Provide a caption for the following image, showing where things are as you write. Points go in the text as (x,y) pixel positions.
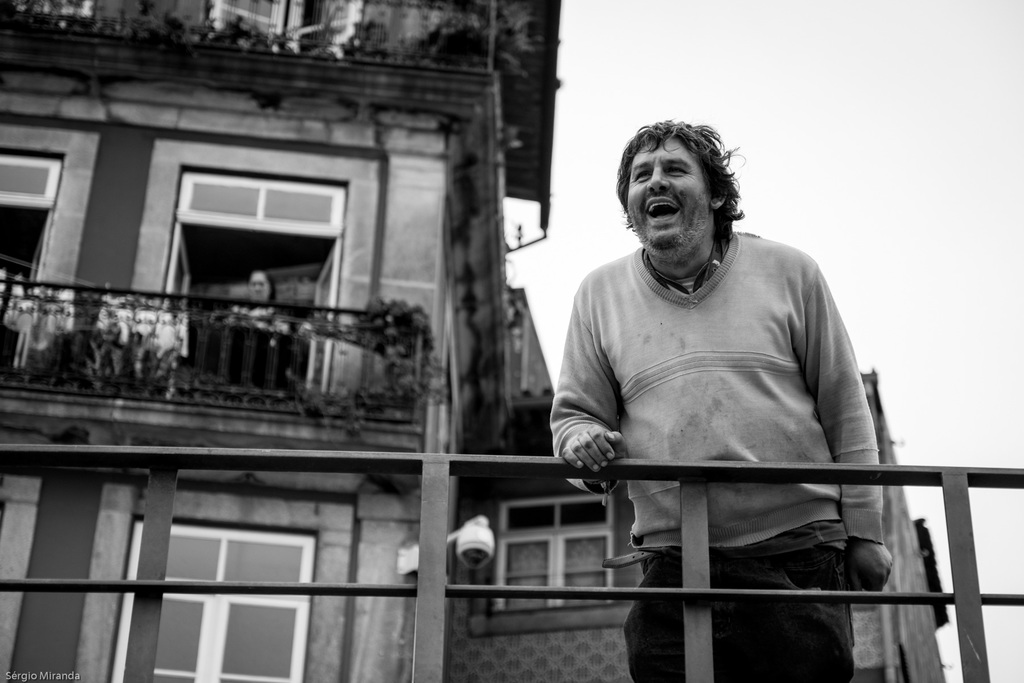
This is a black and white image. There is a person (751,264) standing near a railing (838,465). In the background of the image (411,412) there is a building (386,534). There are windows (186,234). There is a woman (263,280) standing near a window (274,274).
